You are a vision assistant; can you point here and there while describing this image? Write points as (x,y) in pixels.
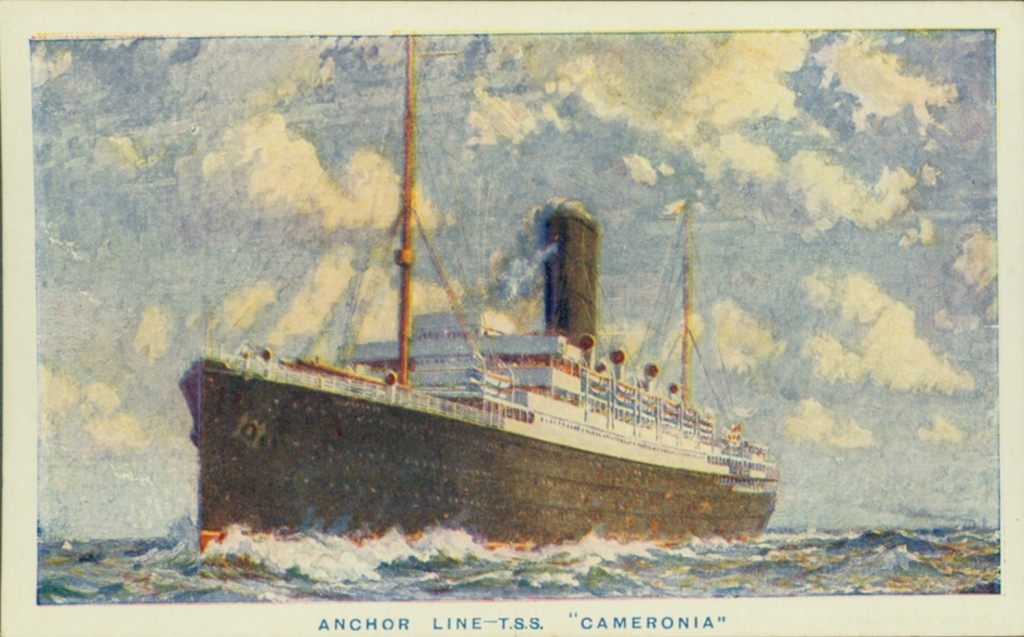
This is an painting image in which there is a ship (460,453) sailing on water (462,560) and the sky (731,270) is cloudy and there is some text (684,623) written on the image.
